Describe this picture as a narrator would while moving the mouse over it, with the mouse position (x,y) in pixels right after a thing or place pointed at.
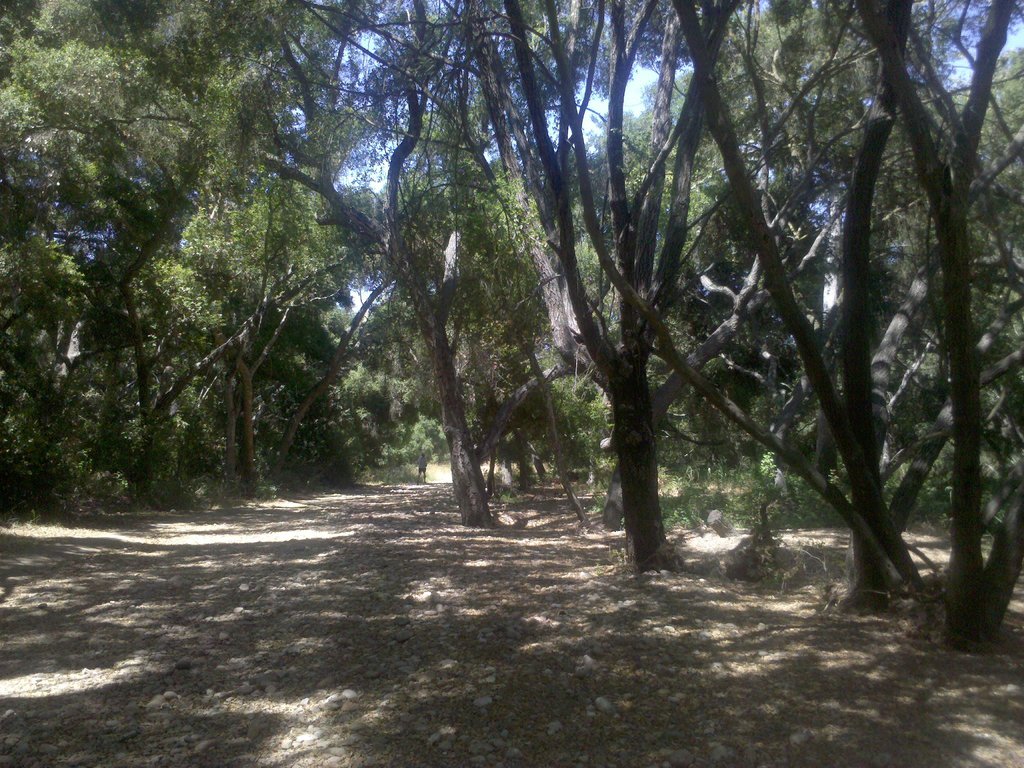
In this picture we can see some stones (412,591) and a person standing on the ground (407,646), here we can see trees (877,23) and we can see sky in the background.
